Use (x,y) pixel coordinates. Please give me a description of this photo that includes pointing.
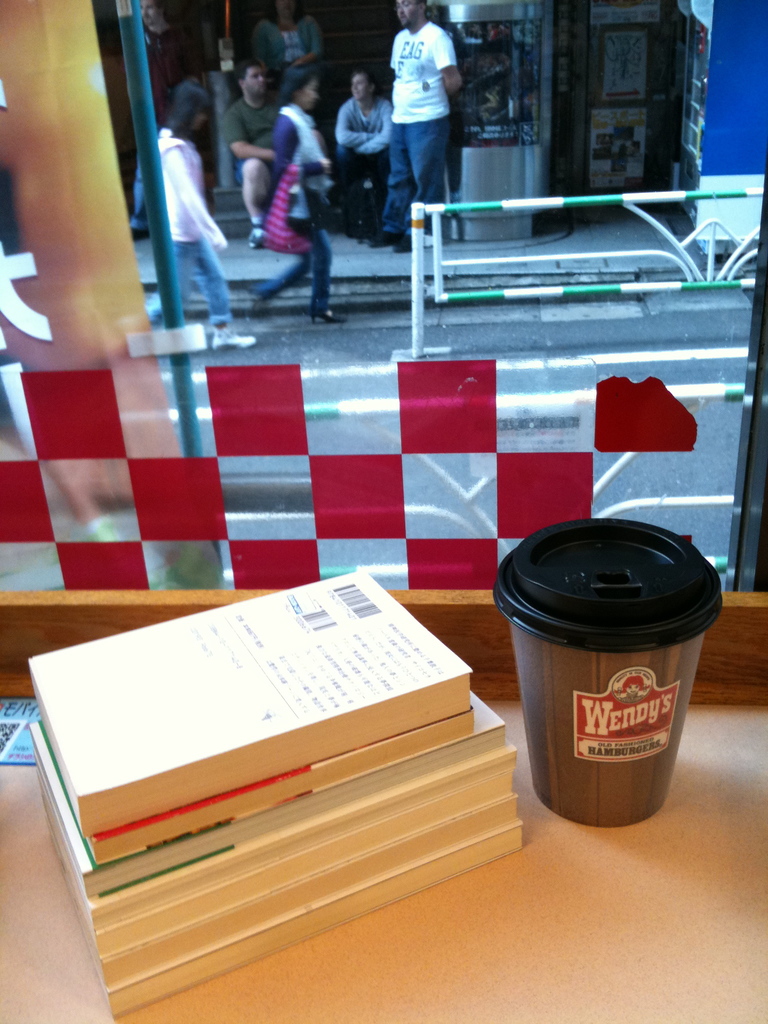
Here there are books (246,722) and a cup (508,587) on the table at the glass door (312,334). Through the glass door (235,228) we can see two women (197,222) walking on the road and there are few people (165,93) and two men (359,126) sitting over here and we can see poles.
